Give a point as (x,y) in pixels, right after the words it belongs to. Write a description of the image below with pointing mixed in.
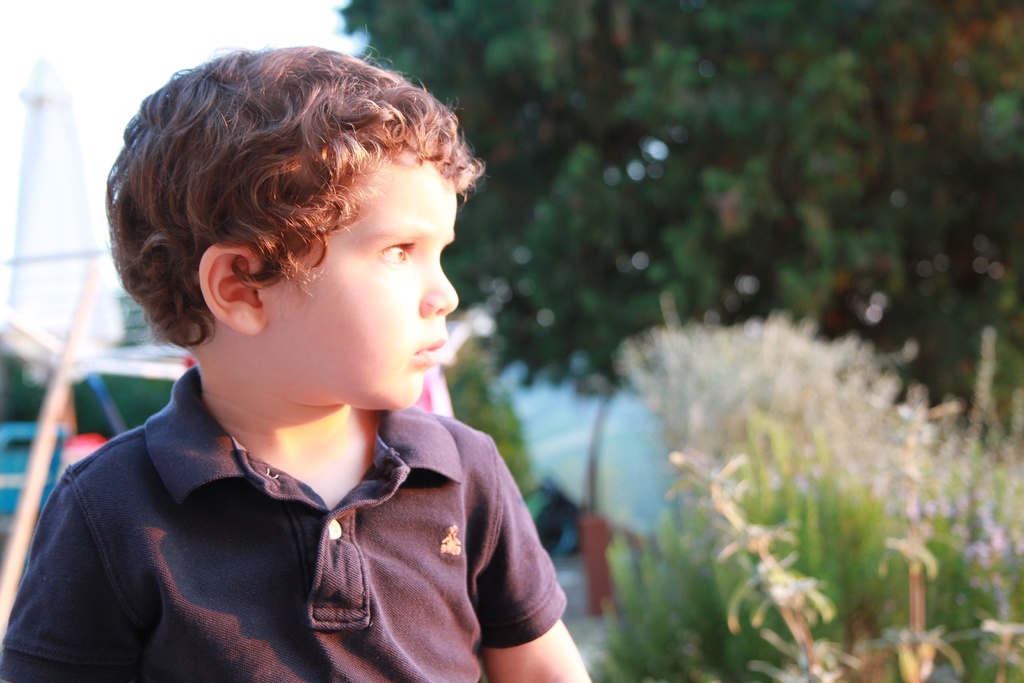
In this image I can see a person (112,483) wearing black color shirt (131,550). Background (851,480) I can see plants (701,356) and trees (664,148) in green color and sky (134,58) is in white color.
